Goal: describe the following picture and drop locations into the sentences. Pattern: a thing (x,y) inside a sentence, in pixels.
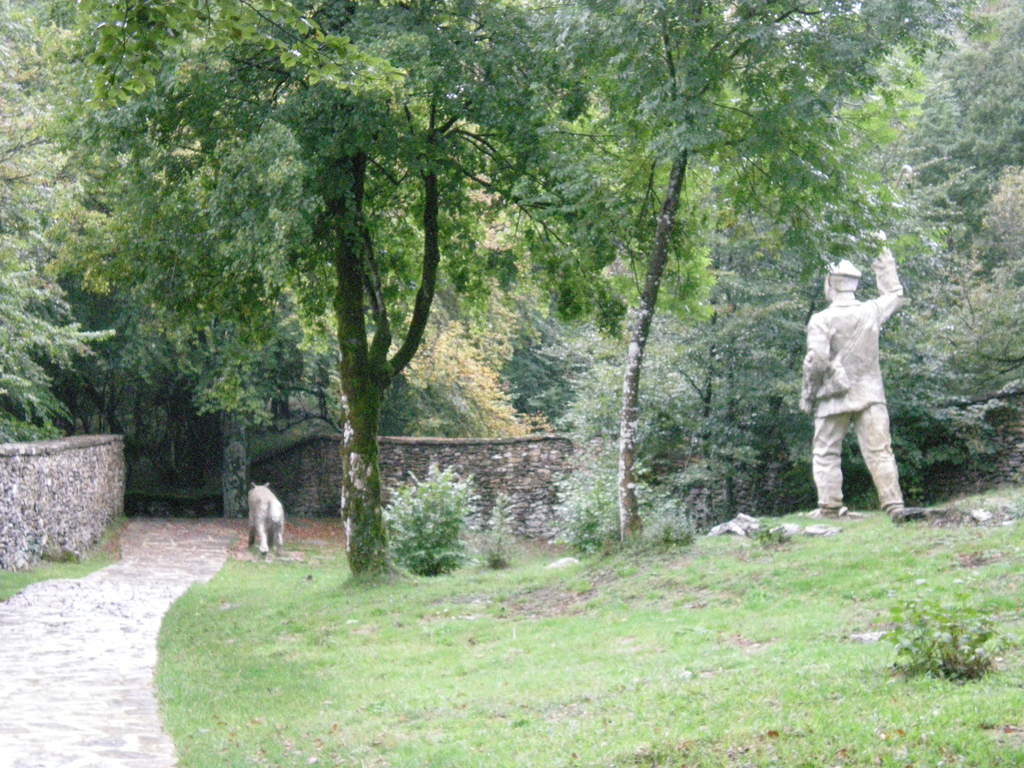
In this picture we can observe an animal (257,514) on the land (250,569). On the right side (842,413) we can observe a statue (857,372) of a person (850,390). There is some grass (474,639) on the ground (379,634). We can observe a path (116,605) on the left side (91,649). There are some plants (413,541) and trees (433,249). In the background (430,447) there is a wall (402,447).
